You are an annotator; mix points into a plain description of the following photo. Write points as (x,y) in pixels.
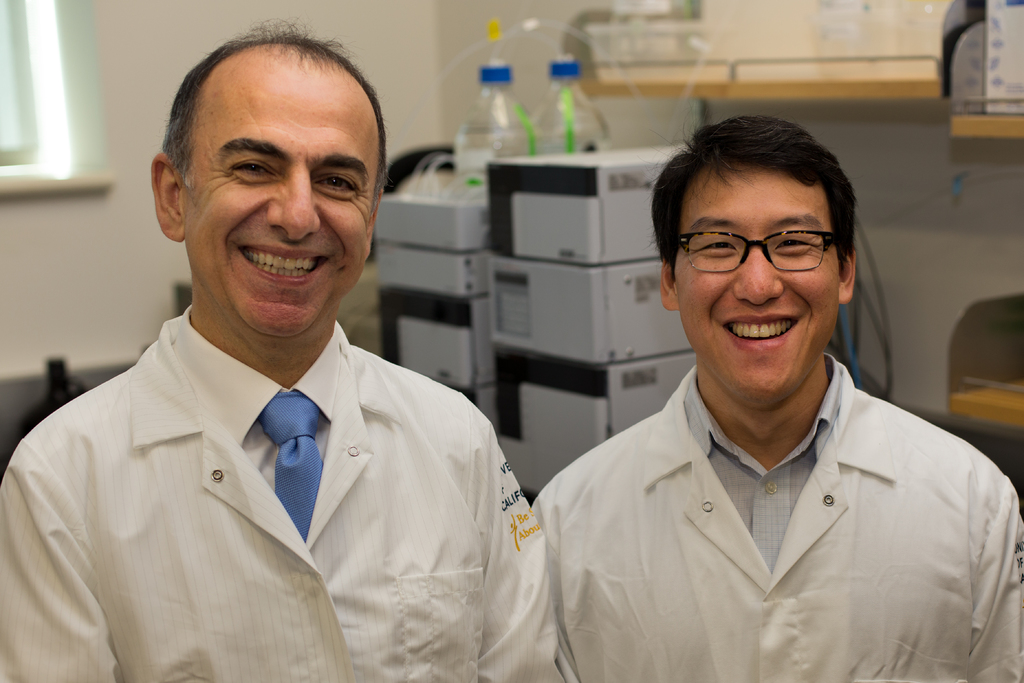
In this picture we can see two men (347,516) smiling where a man (817,378) wore a spectacle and in the background (595,241) we can see boxes (478,221), bottles (553,121), wall (540,37) and some objects (654,11).
